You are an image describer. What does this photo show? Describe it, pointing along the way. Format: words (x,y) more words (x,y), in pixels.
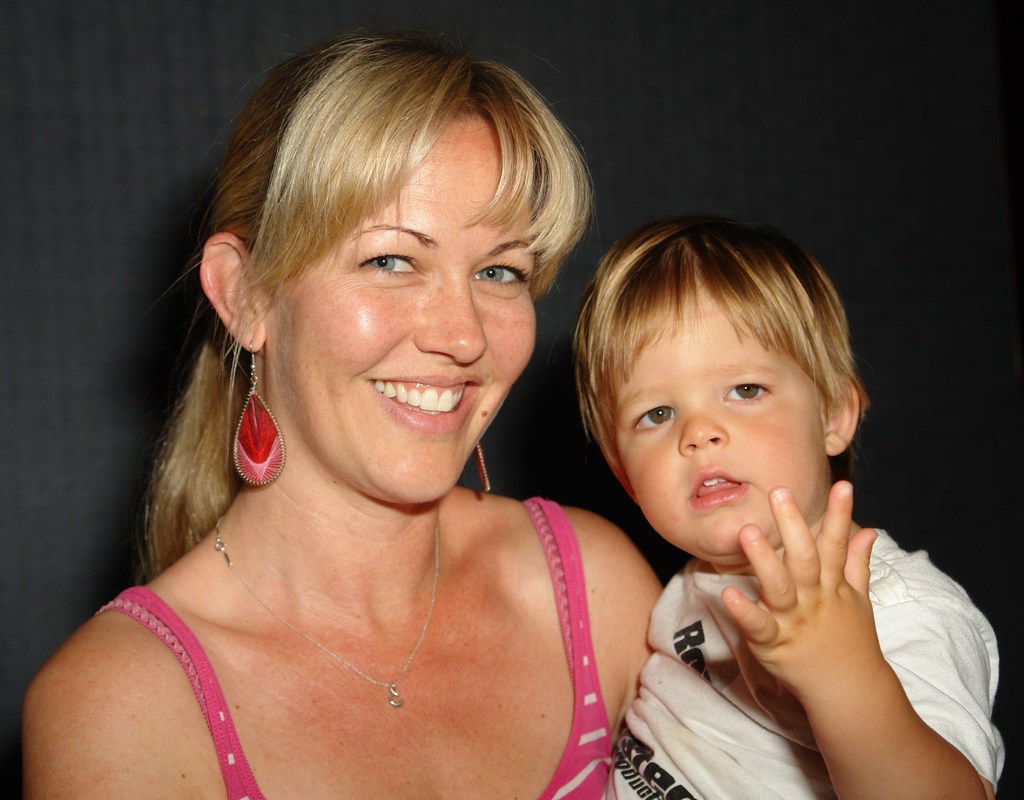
In this picture we can see a woman (449,395) and a kid (762,459), and she is smiling.
